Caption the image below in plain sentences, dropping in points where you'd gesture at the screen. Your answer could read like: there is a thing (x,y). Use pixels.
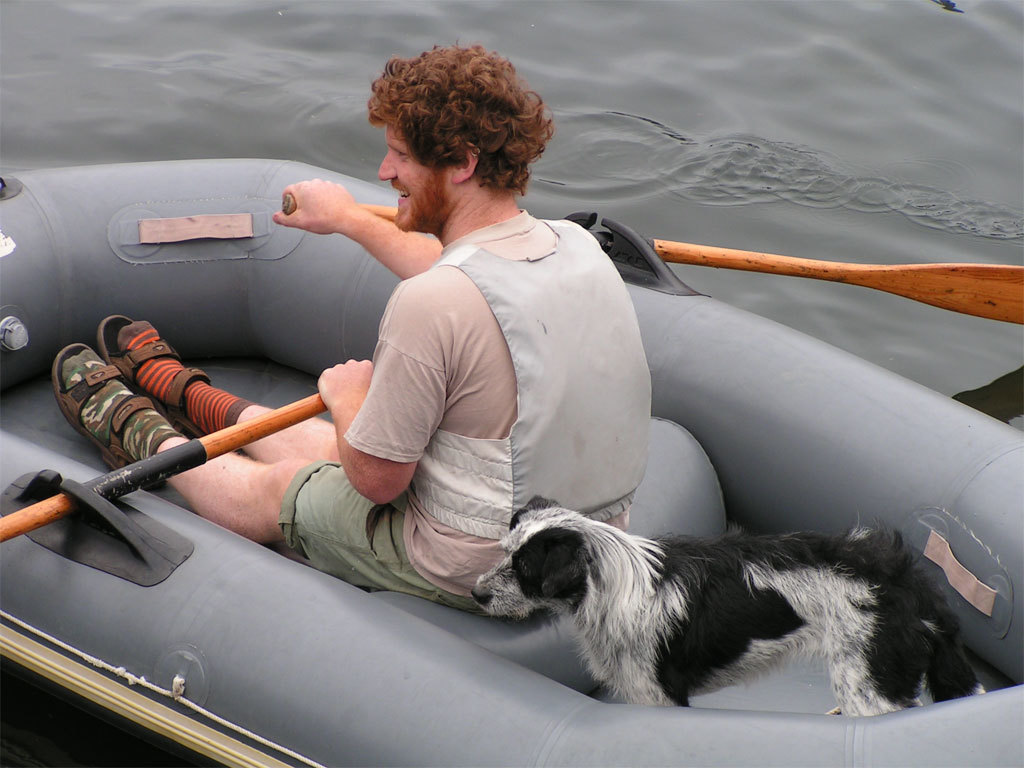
In this image I can see a man (504,450) sitting on a boat (394,606), smiling by looking at the left side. He is holding two paddles (257,439) in the hands (348,195). At the back of this man (580,451) there is a dog (742,624). At the top (711,61) I can see the water (684,84).
